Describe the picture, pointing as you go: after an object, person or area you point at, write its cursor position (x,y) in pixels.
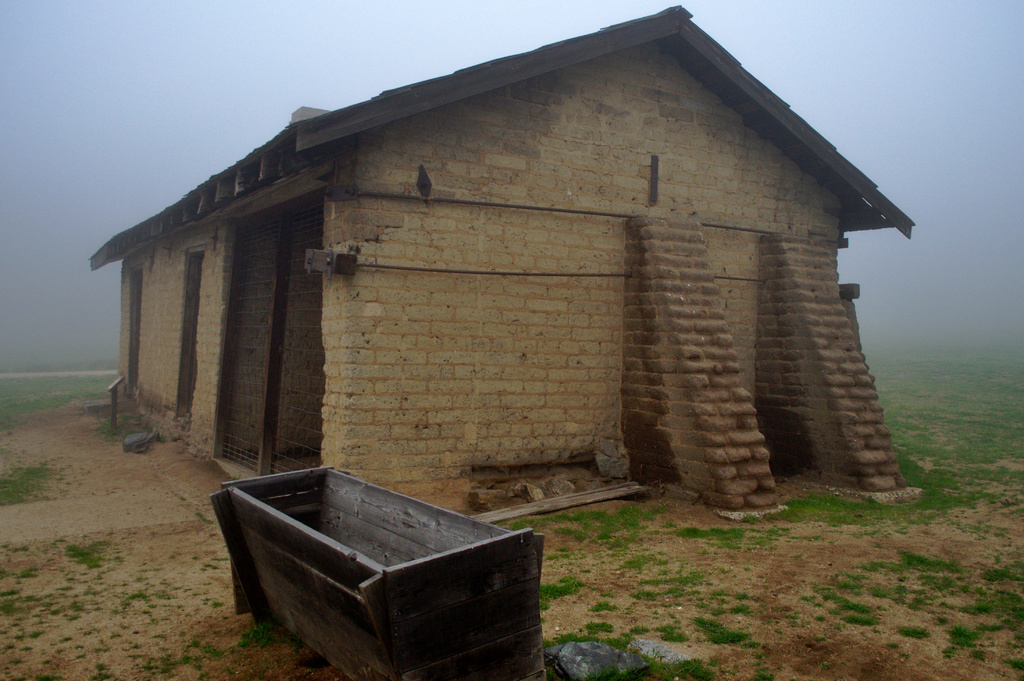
In this picture we can see a hut (653,131), made of brick walls (490,233) and wooden rooftop (639,37) surrounded by fog (965,305) and grass (1005,415). Here we can see a wooden tub (226,482).
